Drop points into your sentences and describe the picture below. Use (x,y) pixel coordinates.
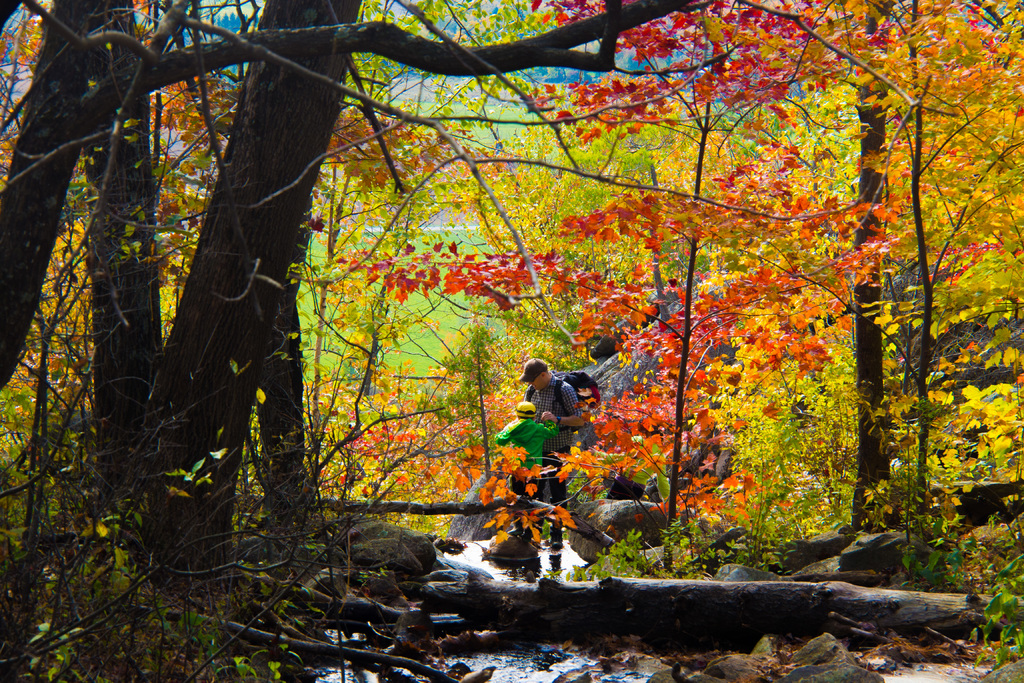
In this picture we can see a man (568,421) wearing backpack (595,389) is standing on the path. There is a child (538,458) who is also standing on the path (518,568). We can see few trees (391,160) from left to right. There is some water (514,658) on the ground (228,678).
